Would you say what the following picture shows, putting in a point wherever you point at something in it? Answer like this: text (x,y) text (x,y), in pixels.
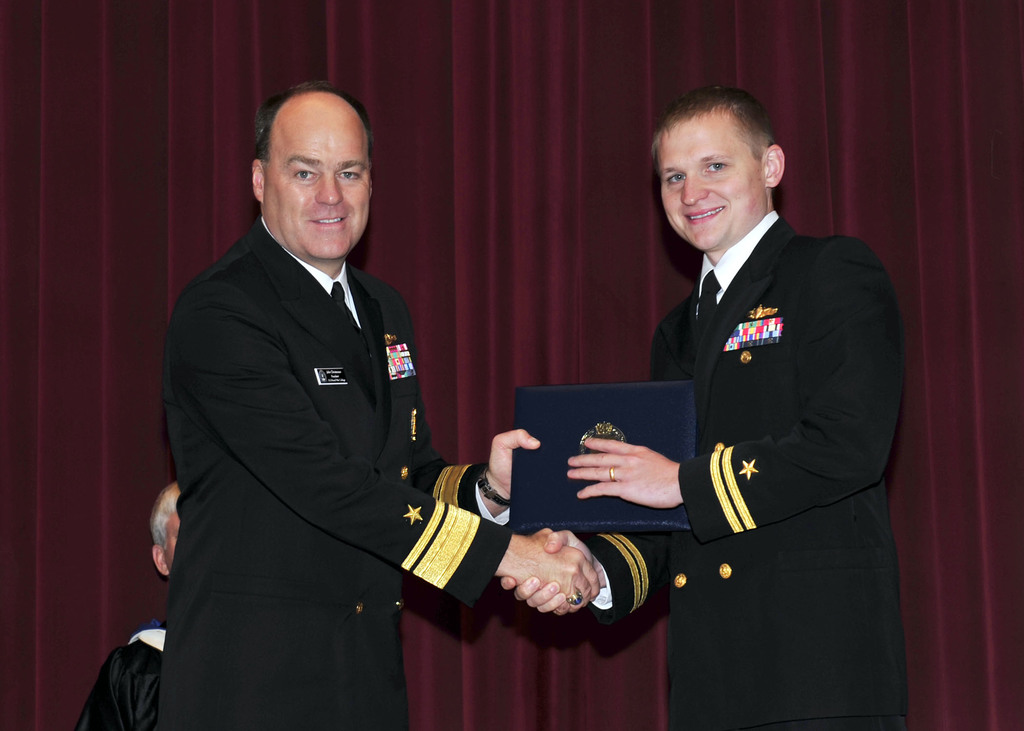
In this image we can see two persons (775,316) wearing coat (304,384) and ties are standing. One person (630,444) is holding a file (669,436) with an emblem (597,427) on it. In the background (125,663), we can see a person (132,636) and curtain (569,93).
